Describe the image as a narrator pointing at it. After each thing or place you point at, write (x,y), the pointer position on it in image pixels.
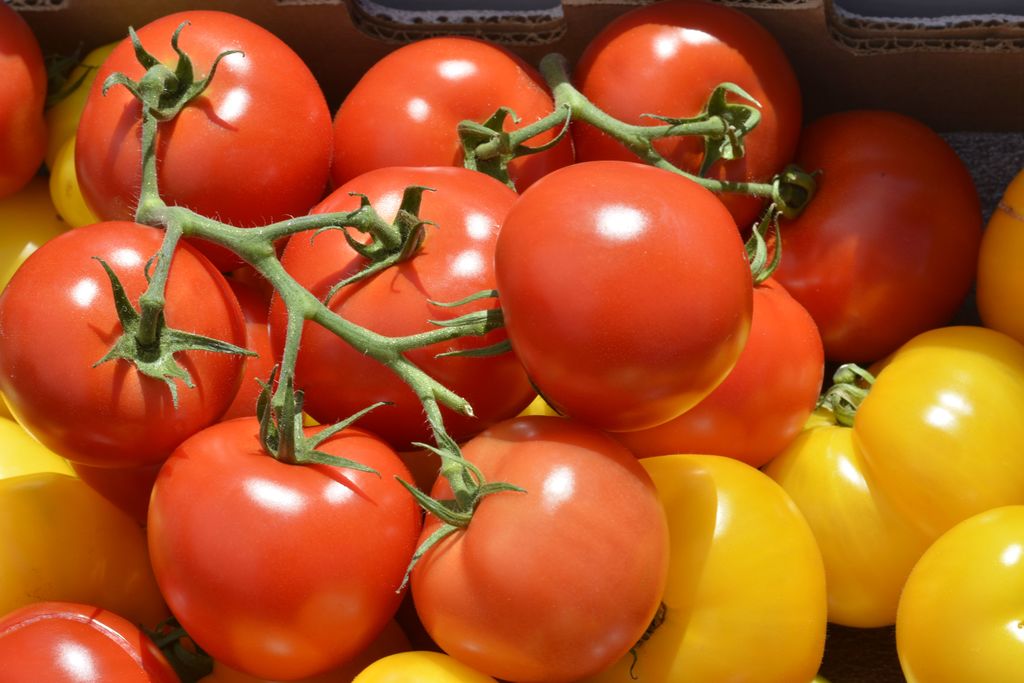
In this picture I can see number of tomatoes (550,252) and I see that they're of red and yellow color and I can see the green color stems (308,223) on few tomatoes (515,104). In the background (140,5) I can see the brown color thing (280,3).
